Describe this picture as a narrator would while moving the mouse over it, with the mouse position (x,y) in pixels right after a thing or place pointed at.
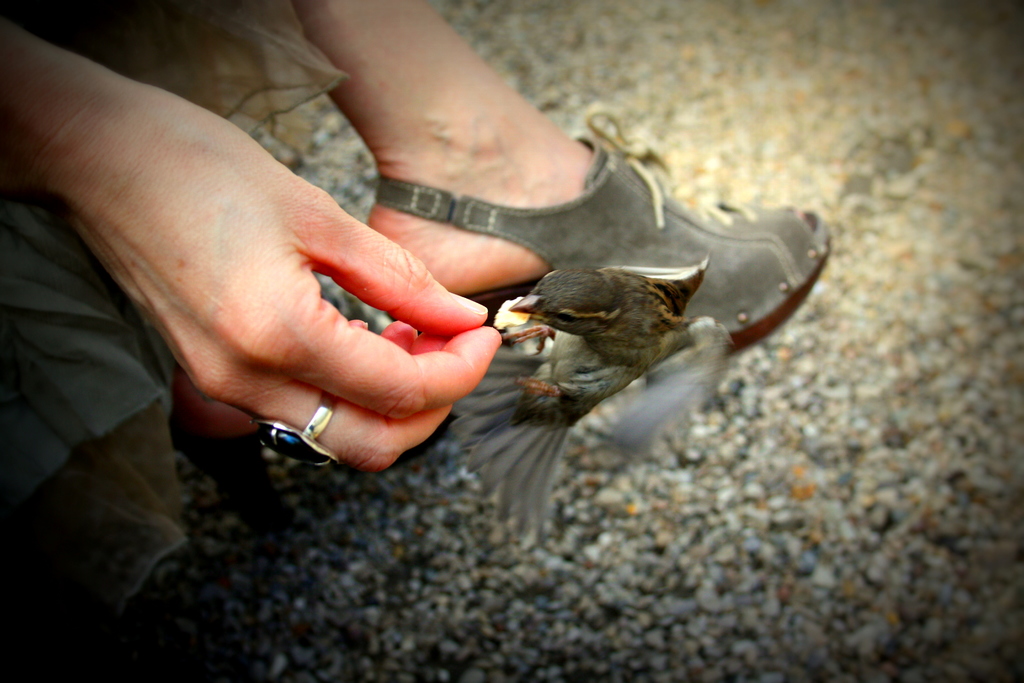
In the image on the left side (299,398) there is a person hand (380,278) with ring (319,440). In front of the hand (423,285) there is a bird (582,298). Behind the bird (593,356) there is a leg (583,187) with footwear (698,224). On the ground (1003,238) there are stones (285,558).
